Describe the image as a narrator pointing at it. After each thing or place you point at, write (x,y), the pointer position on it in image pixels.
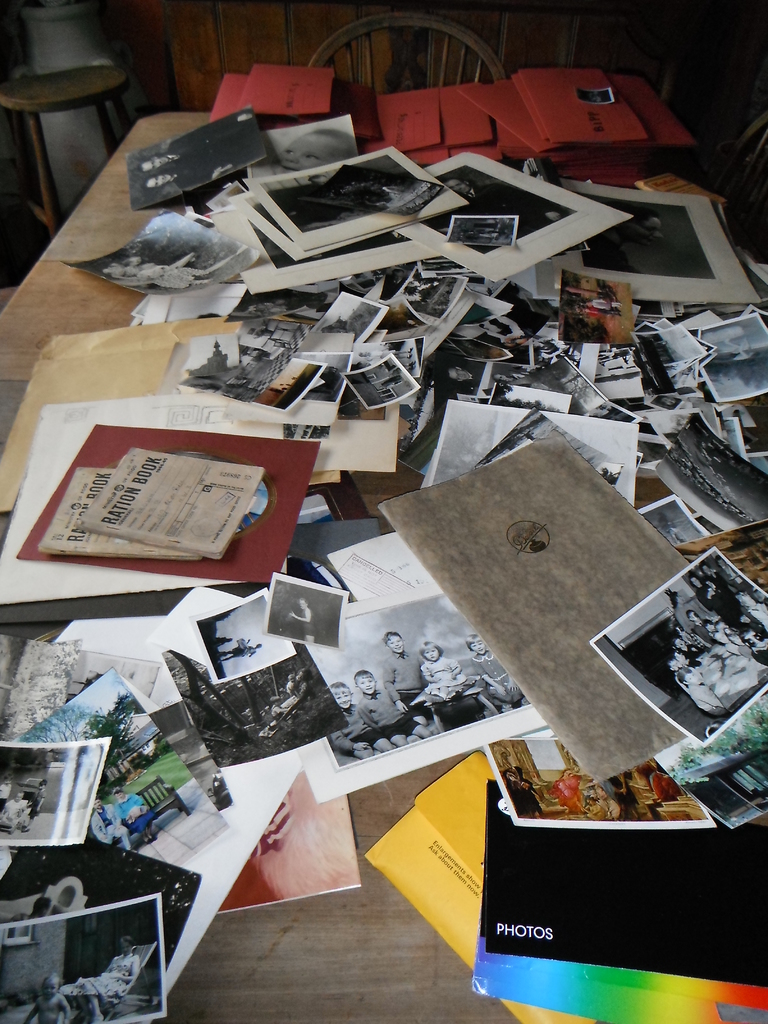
In this picture we can see a wooden table (339,898) and on the table (301,906) there are photos (318,511), books (154,511), papers (232,839) and files (533,100). Behind the table (89,201) there is a stool (40,88), a chair (357,66) and some objects (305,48).
